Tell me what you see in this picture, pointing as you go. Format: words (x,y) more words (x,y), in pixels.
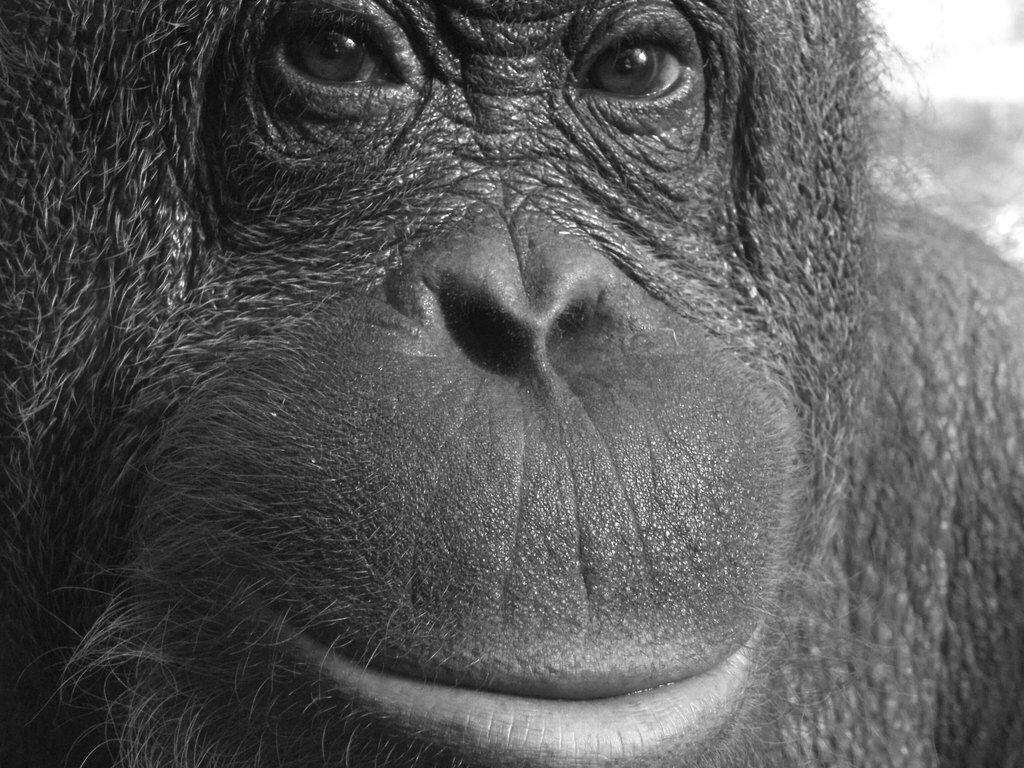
In this image there is an orangutan (637,521).
